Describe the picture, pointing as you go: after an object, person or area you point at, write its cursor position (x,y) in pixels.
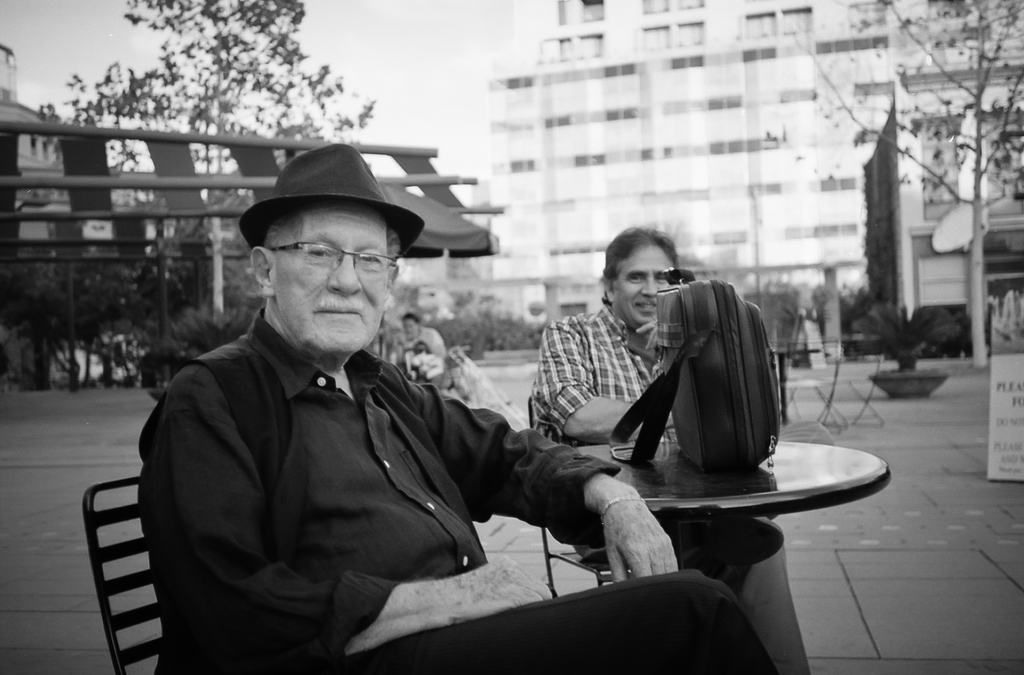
In this image I can see two people (267,540) are sitting on the chairs (570,564). In front (707,401) I can see a bag (724,428) on the table (804,492). Back I can see buildings (618,190), trees (207,84) and board (1010,463).
